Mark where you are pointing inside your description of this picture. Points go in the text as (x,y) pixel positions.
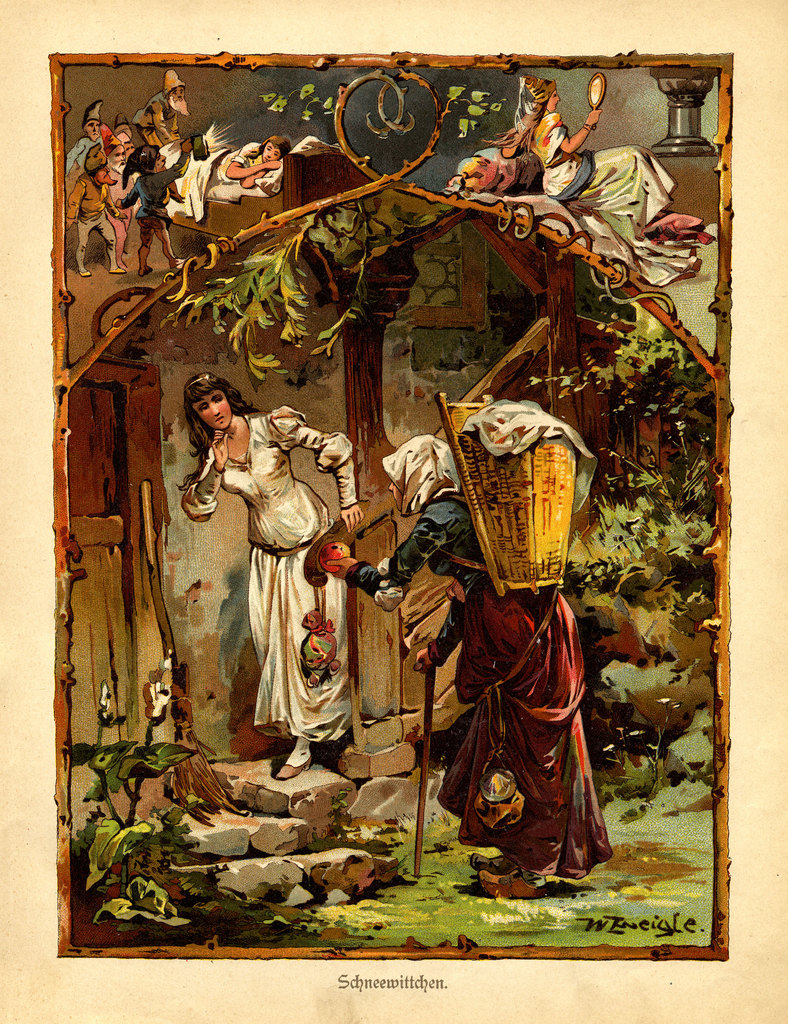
In this picture we can see poster (188,396), in this poster (437,587) there are people (507,669) and we can see plants (674,694), rocks (637,680) and wall (309,327). At the bottom of the image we can see text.
